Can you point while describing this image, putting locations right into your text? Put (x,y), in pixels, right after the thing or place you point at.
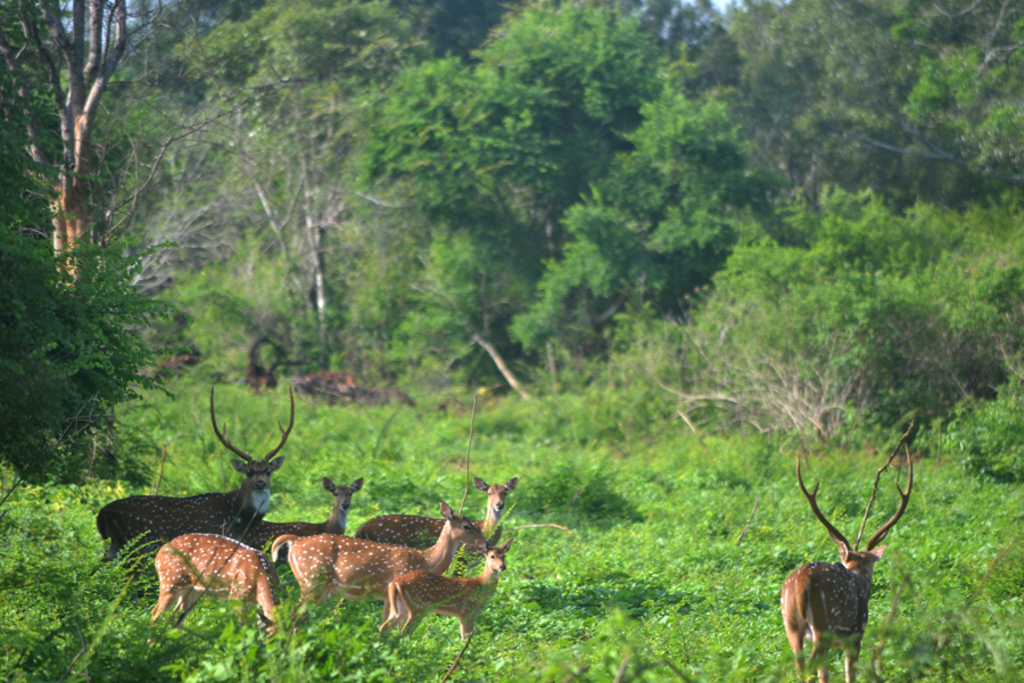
In this image I can see the animals (386,564). In the background (596,345), I can see the trees (597,336).
